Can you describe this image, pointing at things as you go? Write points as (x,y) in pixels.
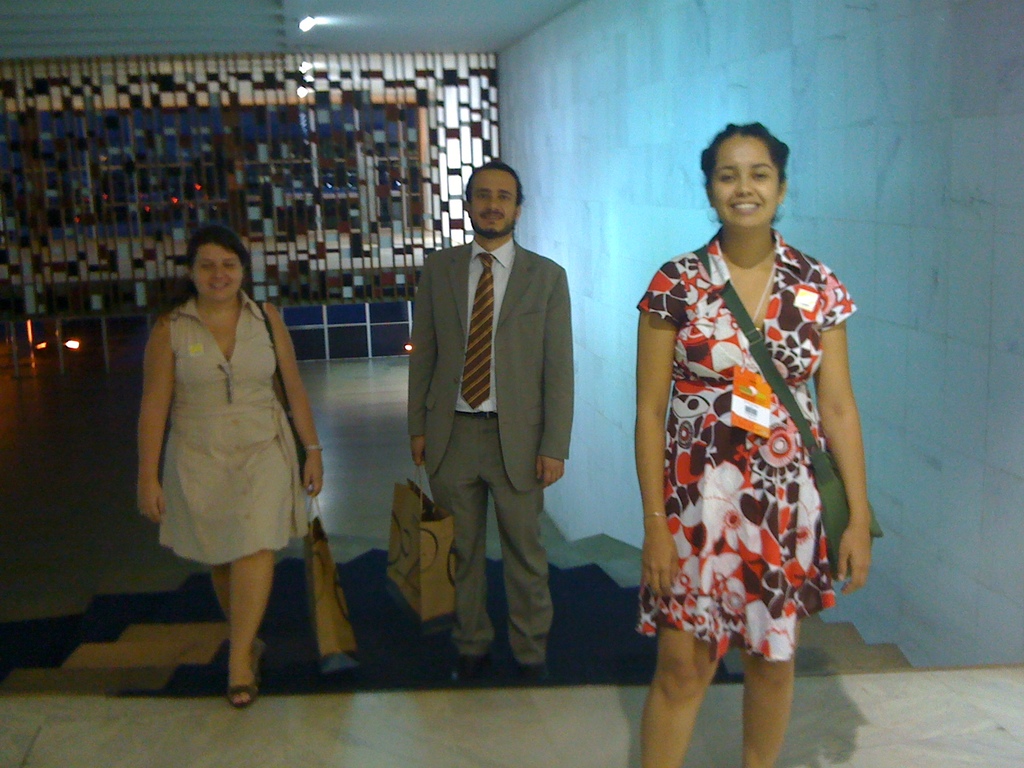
In this image we can see three persons (682,514) wearing dress (435,465) are standing on the staircase (511,682). One woman (769,489) is carrying a bag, two persons (509,545) are holding bags (422,547) with their hands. In the background (381,124), we can see a fence (290,174), a group of lights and wall (573,85).
